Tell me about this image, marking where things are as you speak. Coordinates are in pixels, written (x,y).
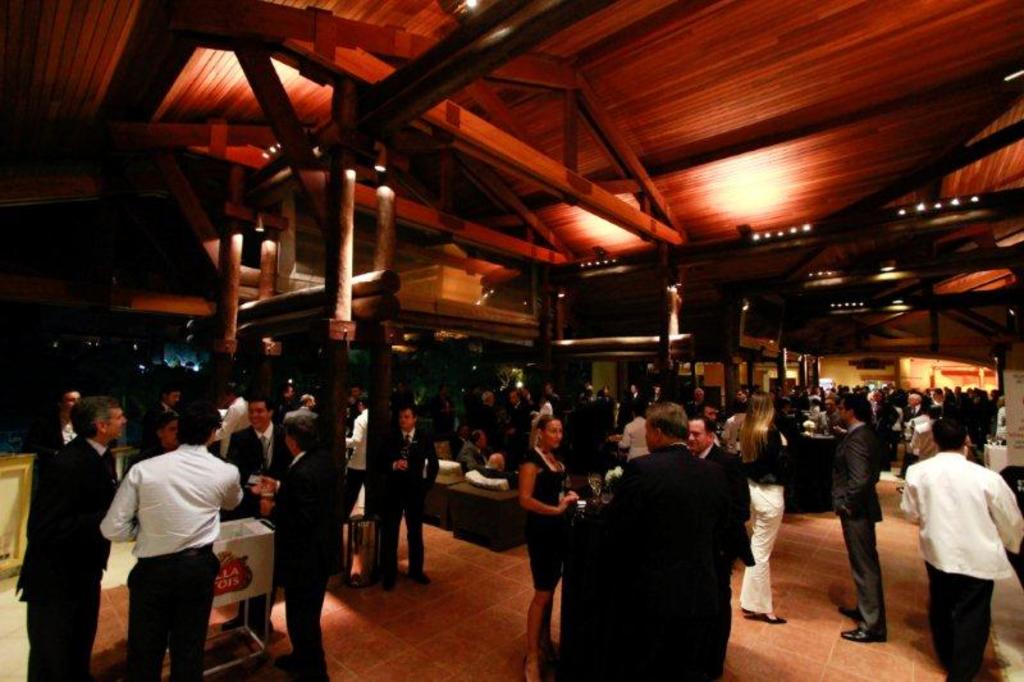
In this image we can see many people (624,465). There are wooden pillars (379,443). On the ceiling (697,90) there are lights (379,169). And the ceiling (804,164) is wooden. And there are few other items (452,477).
